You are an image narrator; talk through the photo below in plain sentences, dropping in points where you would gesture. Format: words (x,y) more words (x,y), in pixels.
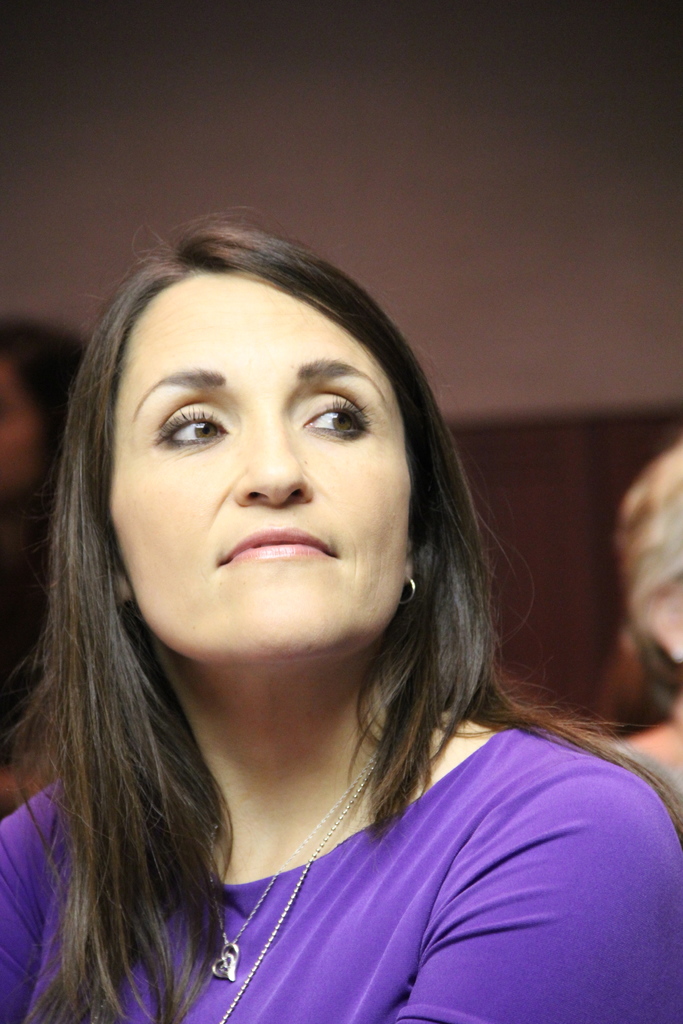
In the foreground of this picture (433,587) we can see a person (408,869) wearing purple color dress (505,904) and seems to be sitting. In the background (660,454) we can see some other objects (654,522).
